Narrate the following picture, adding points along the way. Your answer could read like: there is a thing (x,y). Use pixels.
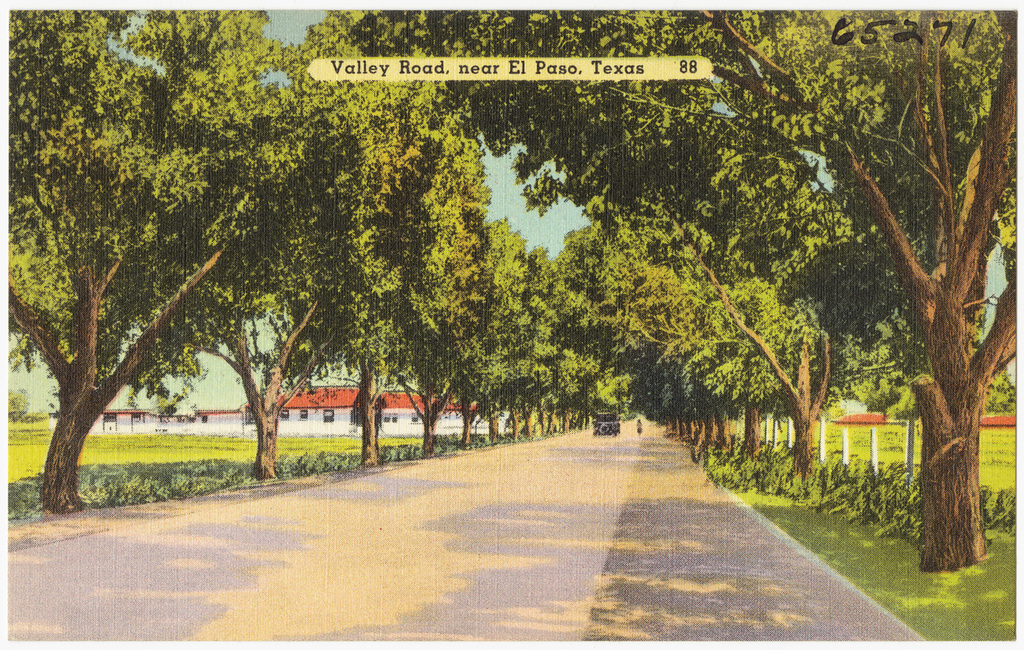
In this picture we can see few trees (416,311) and buildings (329,406), and also we can see grass (917,552).
